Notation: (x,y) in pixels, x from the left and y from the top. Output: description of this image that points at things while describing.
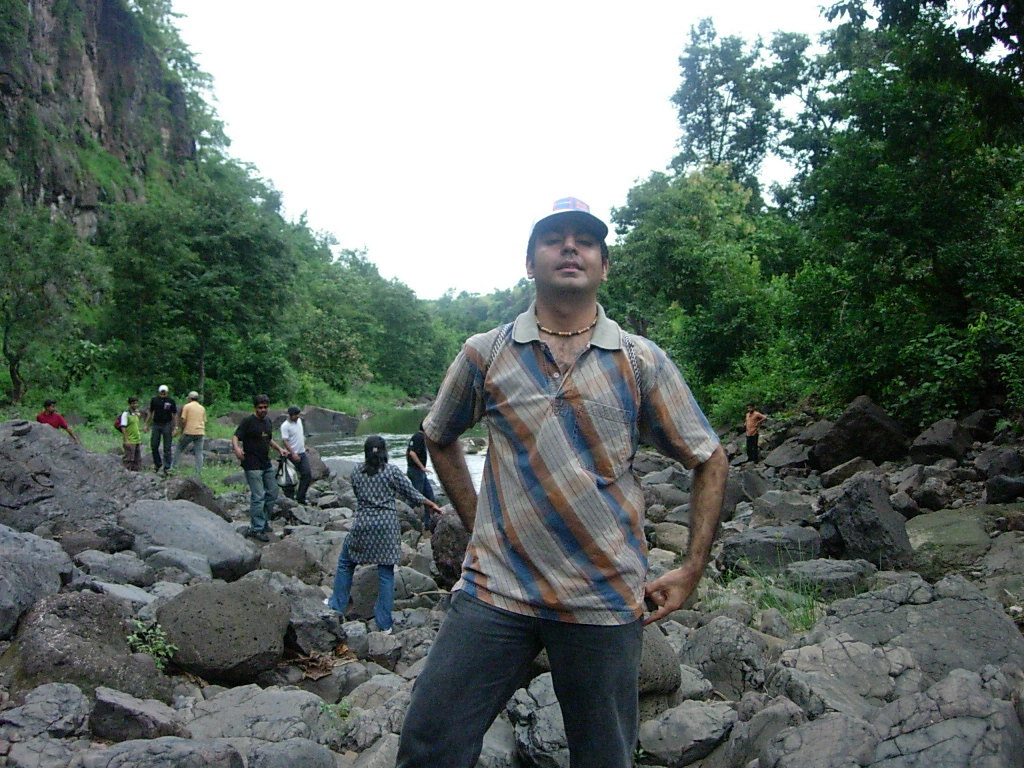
In this picture there are people (373,524) and we can see rocks (207,703), plants (375,405), trees (956,361), water (371,419) and hill (48,56). In the background of the image (393,112) we can see the sky (384,214).
